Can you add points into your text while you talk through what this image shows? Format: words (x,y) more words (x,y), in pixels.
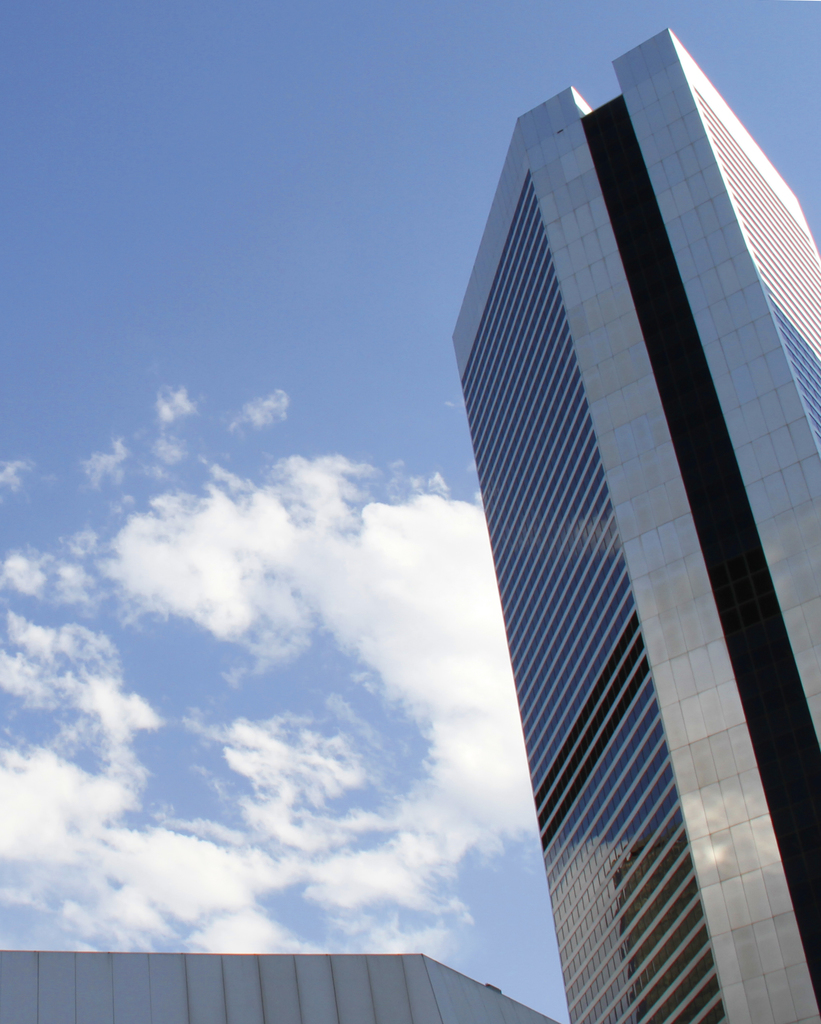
In this picture we can observe a tall building (529,527). In the background (301,586) we can observe a sky (233,563) with some clouds (230,594).
